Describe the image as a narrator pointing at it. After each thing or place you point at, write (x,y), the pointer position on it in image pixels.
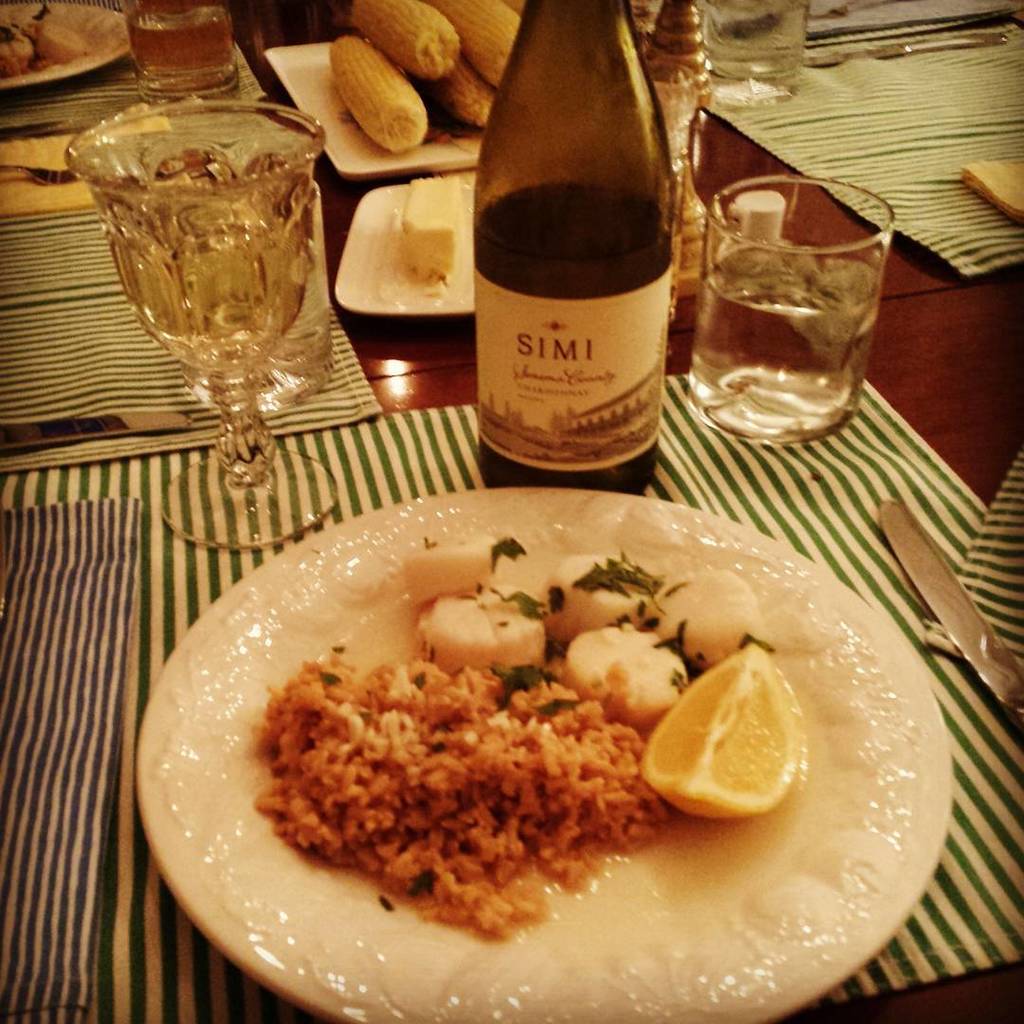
This is a table (717,167). On the table (404,376), there are plates (206,660), bottle (650,222), glasses (765,295), trays (393,272), on tray (363,157) there are corns (416,65), table mats (84,476), and food items (612,788), on food item (679,752) there is a lemon (695,752) and on the table (416,399) there is a knife (948,600).
